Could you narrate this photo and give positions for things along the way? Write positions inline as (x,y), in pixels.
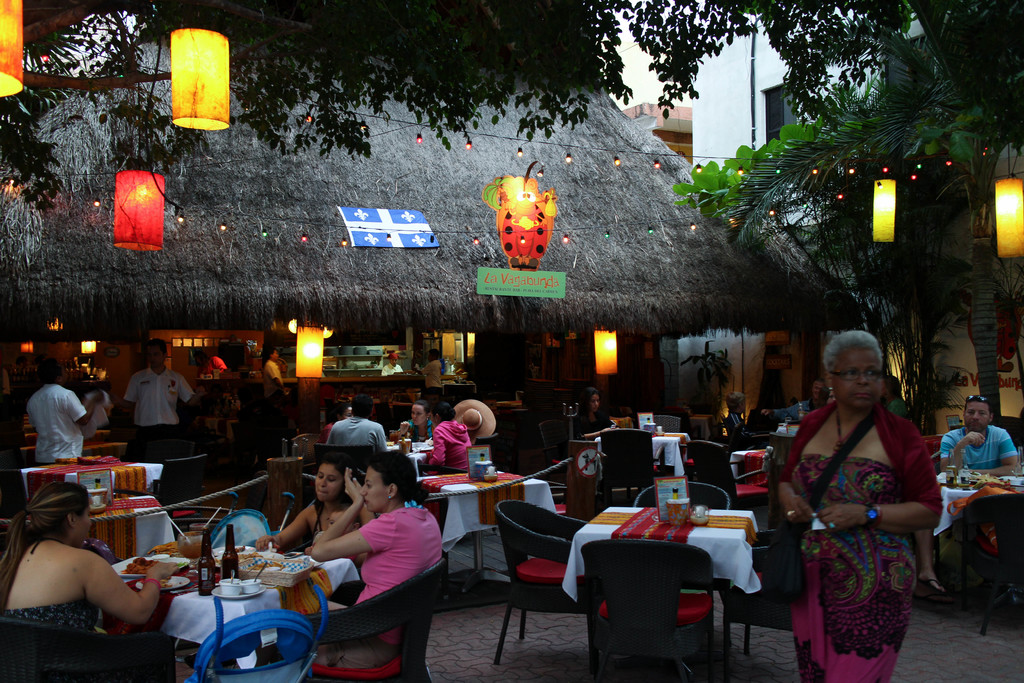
In this picture we can see some persons (359,651) sitting on the chairs (126,642). This is table (195,603). On the table (246,603) there are cups (256,588), bottles (225,568), plates (184,578), and some food (139,566). Here we can see lights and this is hut (365,201). There is a board (513,273). On the background (750,136) we can see a building (729,111) and these are the trees (932,176).
